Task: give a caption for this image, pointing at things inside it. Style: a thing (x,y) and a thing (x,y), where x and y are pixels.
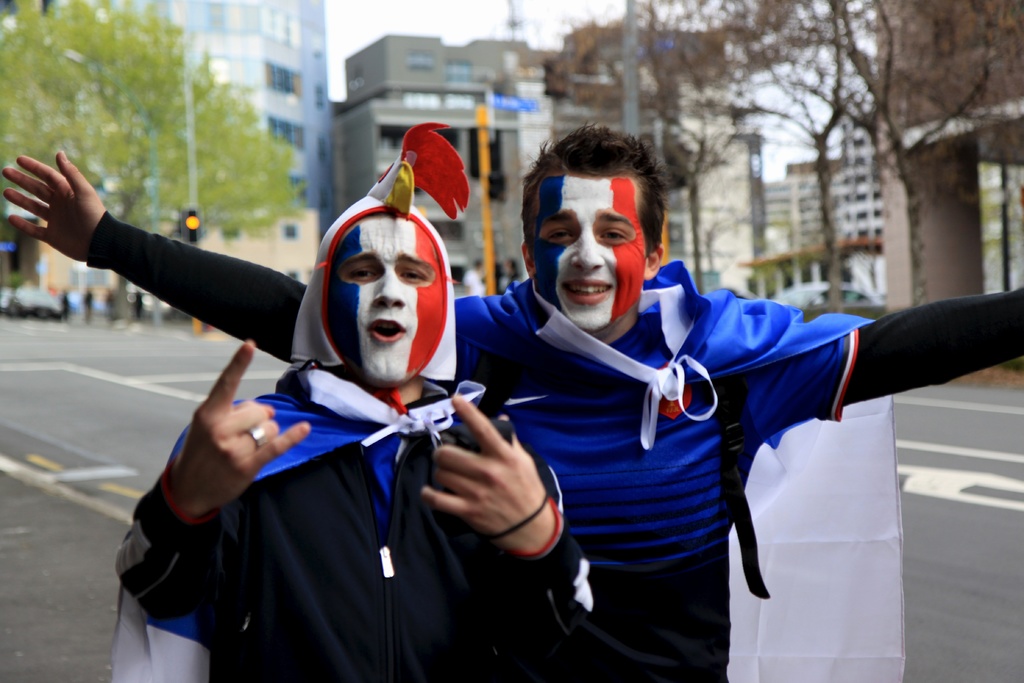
In this image there are two persons (422,151) with paintings (565,238) on their faces (576,301) are standing, and in the background (941,21) there are vehicles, road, poles (483,118), buildings (483,258), trees (256,122) and sky (341,13).
